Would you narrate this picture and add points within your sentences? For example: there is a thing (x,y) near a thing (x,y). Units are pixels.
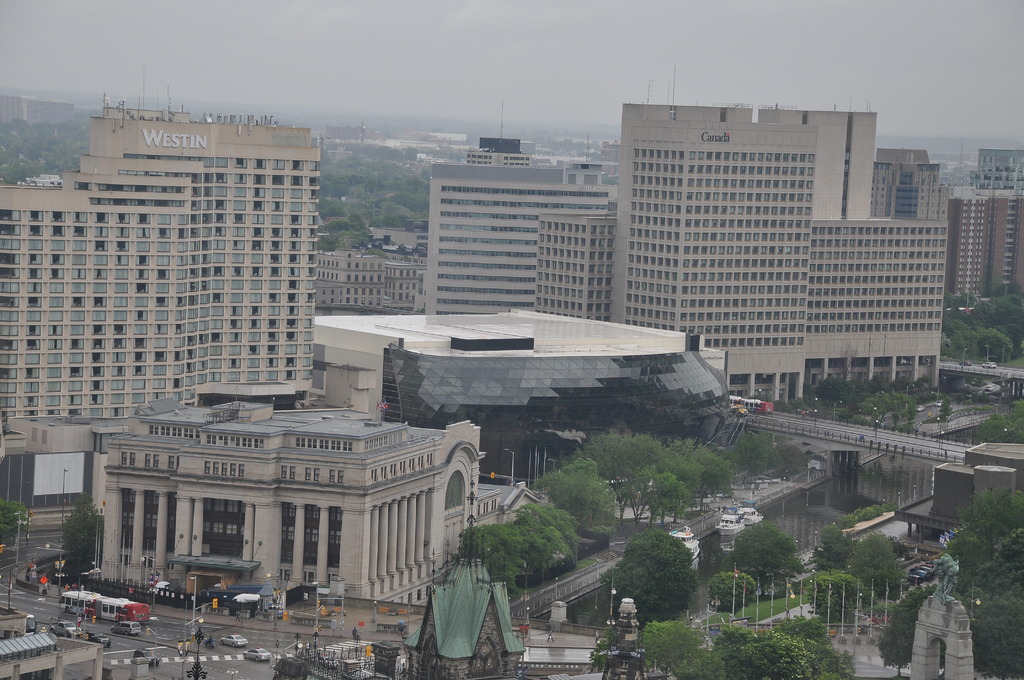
In this image we can see a few buildings (329,497), there are some trees (726,582), vehicles (128,635), poles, lights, people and an arch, also we can see a bridge (836,442) and the boats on the water (894,463), in the background (511,60), we can see the sky (514,88).
